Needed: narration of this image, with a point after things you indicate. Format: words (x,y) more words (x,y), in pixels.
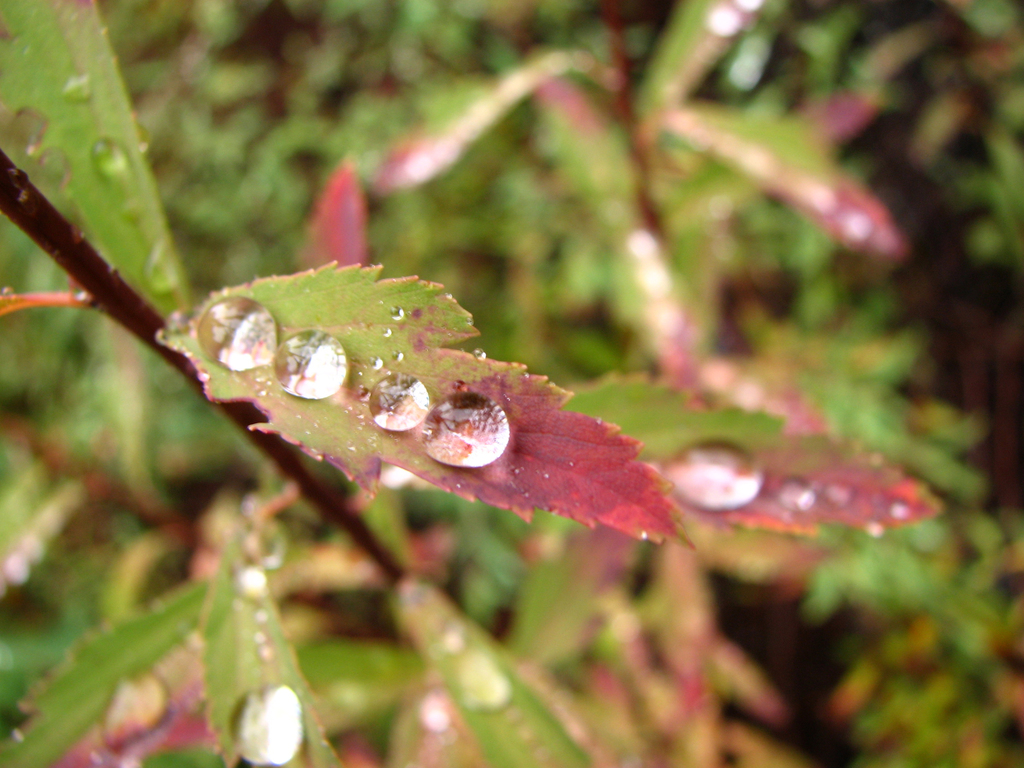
Here we can see water bubbles (503,441) on leaves (488,377). Background (177,151) it is green.
